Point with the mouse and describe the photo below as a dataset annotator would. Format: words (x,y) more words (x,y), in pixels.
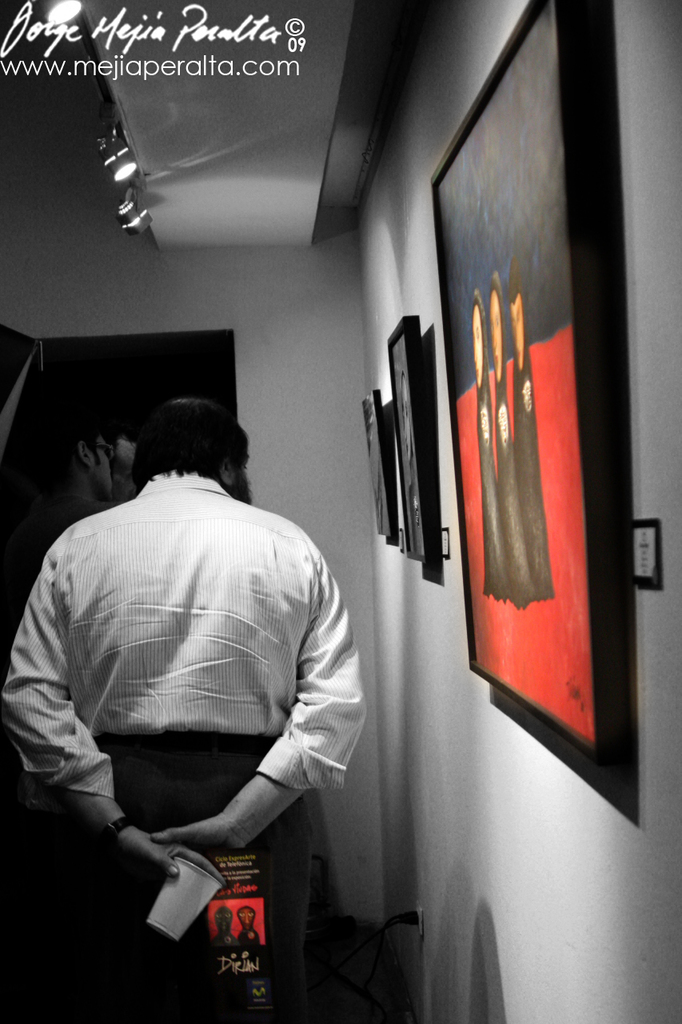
In this image, we can see a person (208,707) standing and holding a cup (195,872). In the background (166,317), there are lights (129,176) and we can see some boards (396,414) on the wall (373,860) and there are cables (347,927). At the top (146,39), there is some text (143,70).
